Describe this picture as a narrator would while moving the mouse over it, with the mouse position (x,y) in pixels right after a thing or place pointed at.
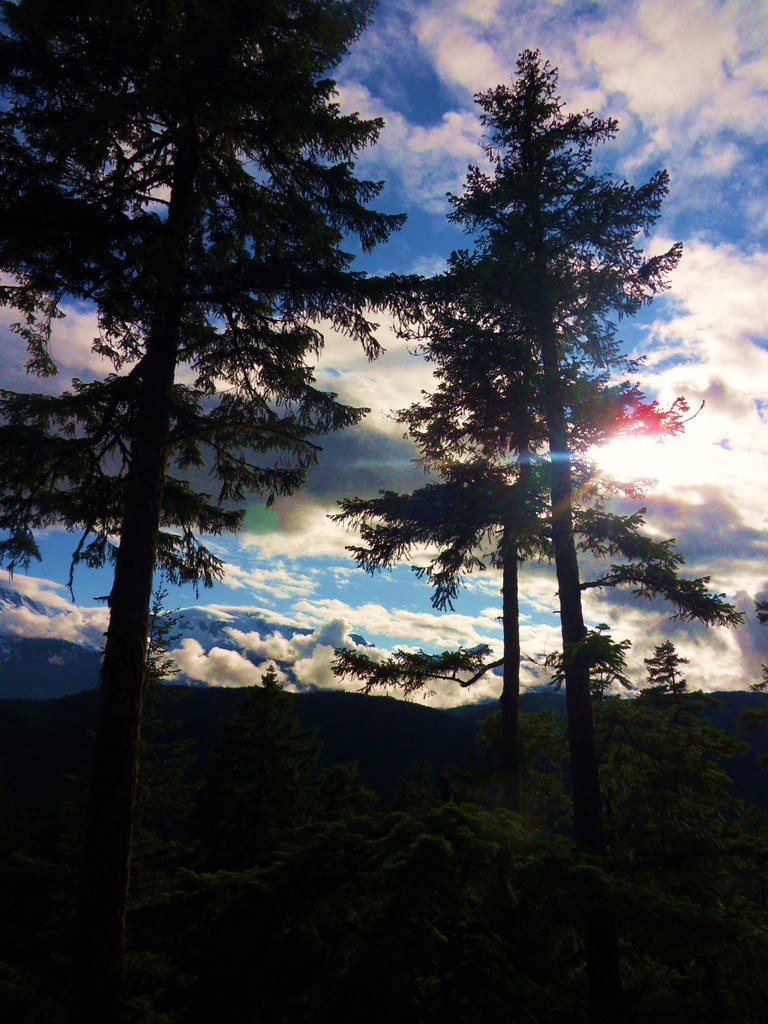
In this image there are trees (140,548). At the top (406,173) there is the sky (616,8). There are clouds (329,553) in the sky (329,553). At the bottom (330,867) it is dark.
